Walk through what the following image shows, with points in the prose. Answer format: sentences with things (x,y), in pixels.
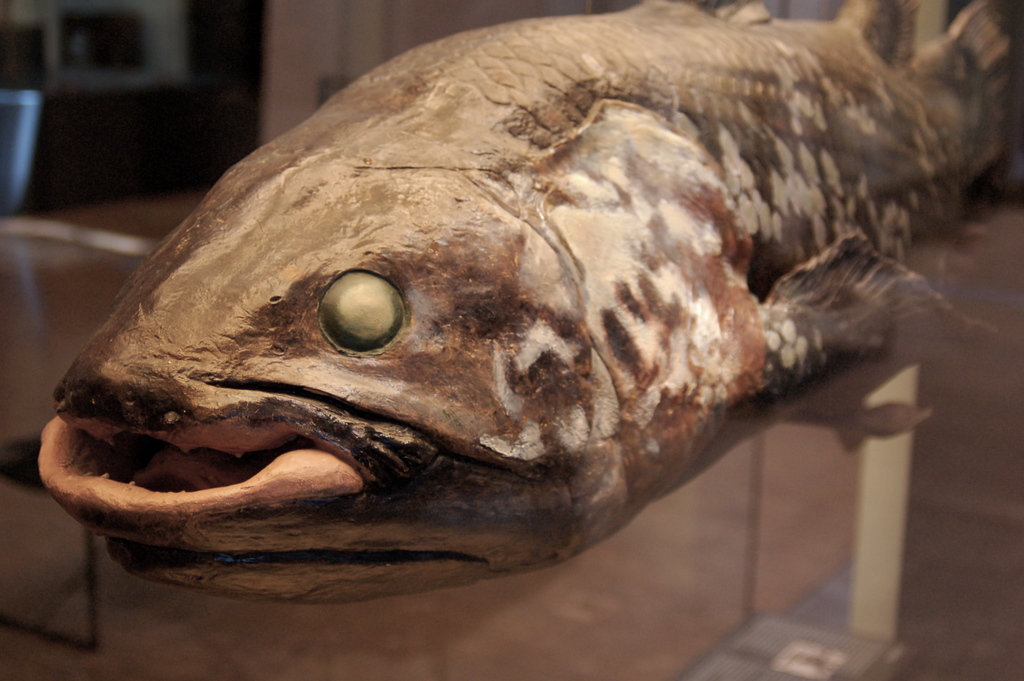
In the image we can see a dead fish (478,243).
